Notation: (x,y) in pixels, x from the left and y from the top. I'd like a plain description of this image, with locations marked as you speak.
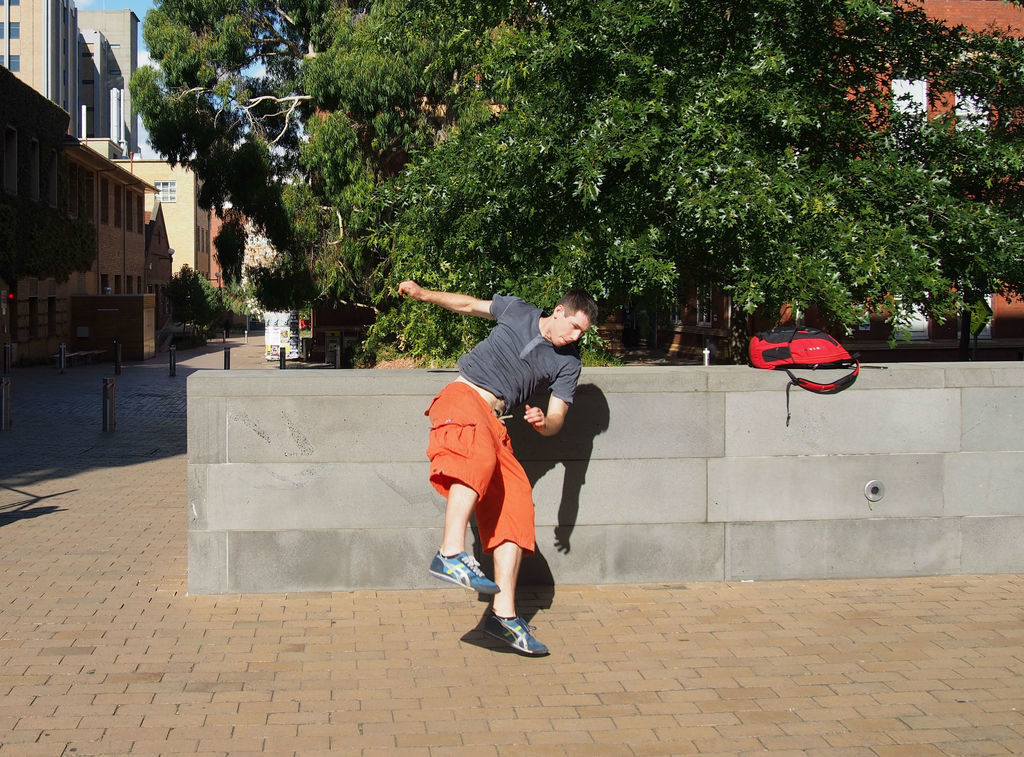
In this picture I can see a man (484,521) jumping, there is a bag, there are buildings (29,26) and trees (647,260).
